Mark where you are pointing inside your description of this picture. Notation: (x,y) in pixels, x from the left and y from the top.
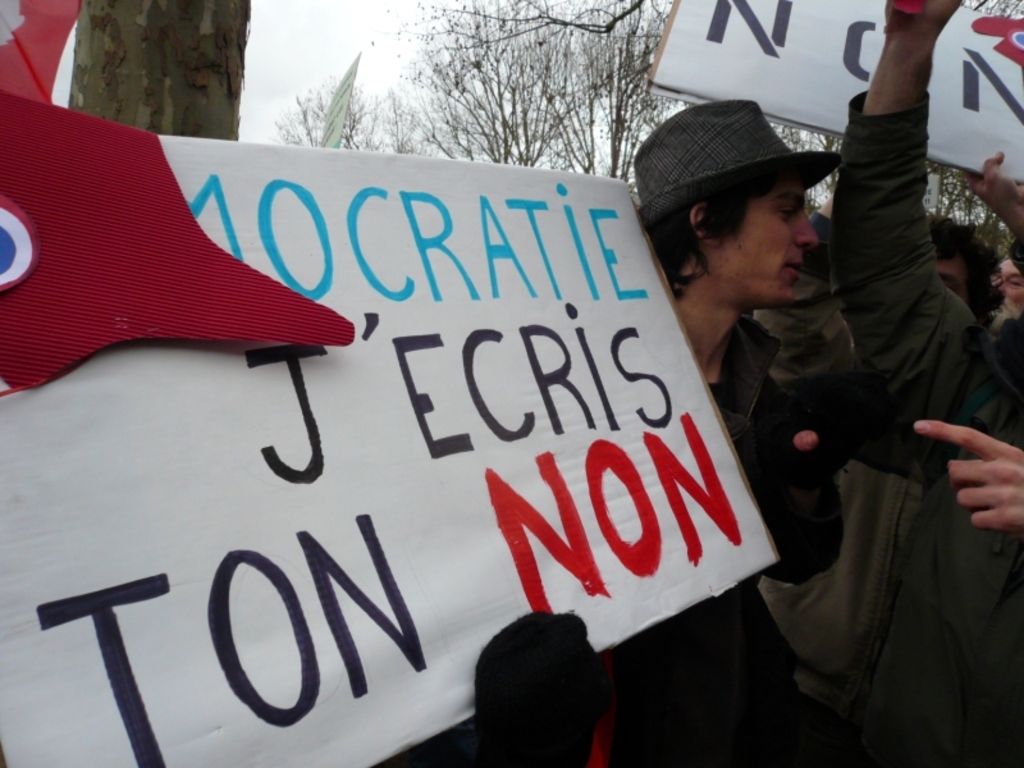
In this image we can see people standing and holding placards (548,203) in their hands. In the background (526,102) there are trees (551,83) and sky (343,70).
